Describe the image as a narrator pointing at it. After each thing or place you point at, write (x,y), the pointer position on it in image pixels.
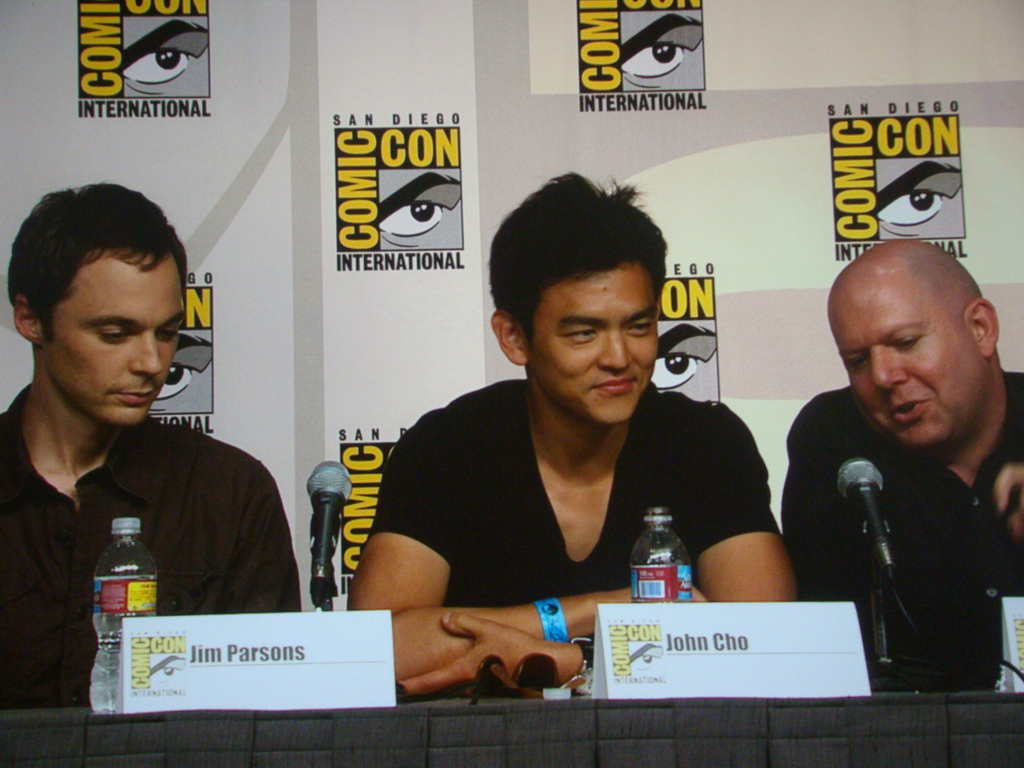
Here in this picture we can see three men (114,445) sitting over a place and in front of them we can see a table (53,734), on which we can see microphones (329,531) present and we can also see bottles (134,547) and name cards (302,706) present and one of them is smiling and behind them we can see banner (196,123) present.
